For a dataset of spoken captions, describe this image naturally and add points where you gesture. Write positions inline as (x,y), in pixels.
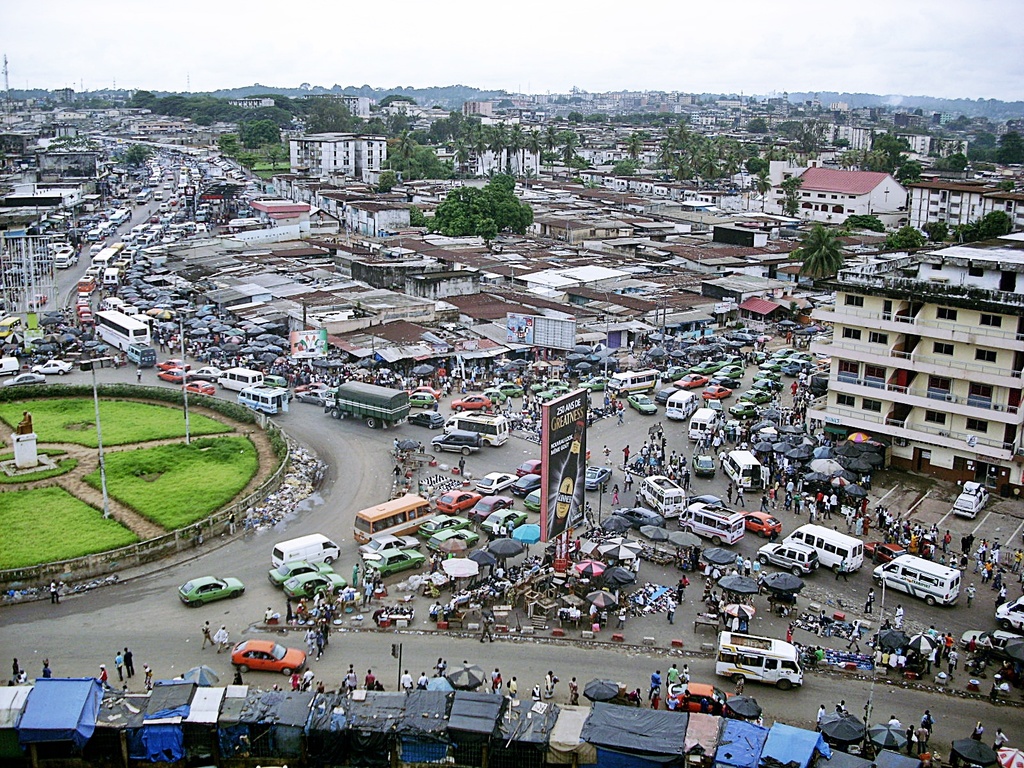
In this image I can see the road (343,502), number of vehicles (421,561) on the road (343,474), some grass (173,470) on the ground (154,494), few boards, few persons (784,333) and few buildings (432,345). In the background (673,86) I can see the sky (568,41).
